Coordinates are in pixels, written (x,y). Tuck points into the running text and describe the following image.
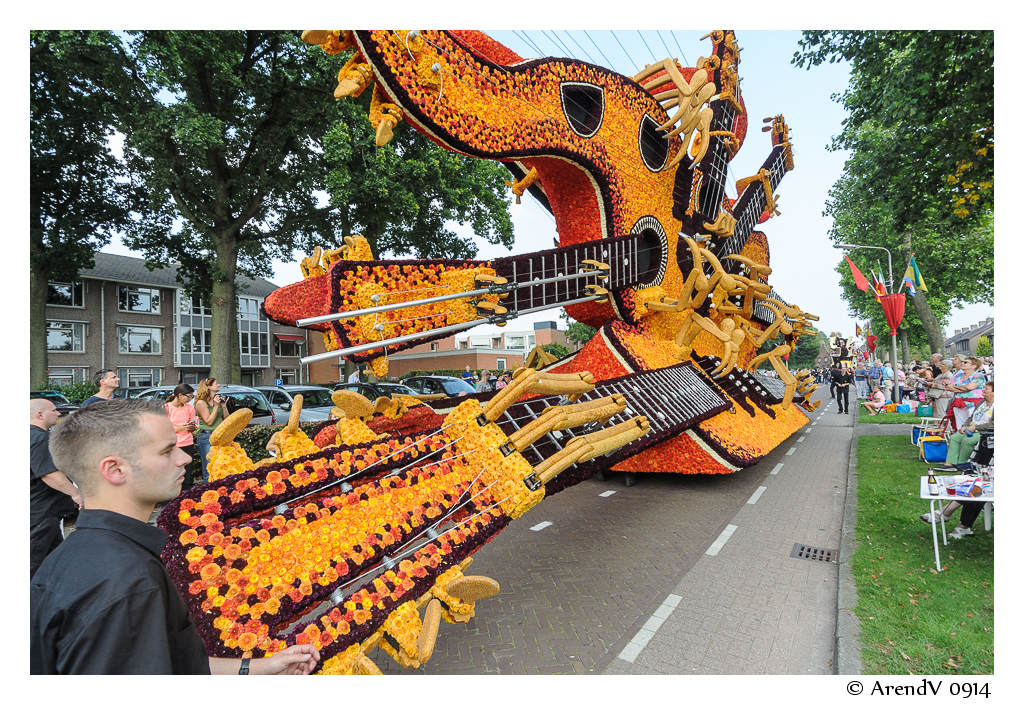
This picture consists of an object (453,270) like guitar (453,270) in the middle of the road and on the left side (143,372) I can see trees (370,216) and houses (58,365) and vehicles (232,411) and on the right side (912,292) I can see tables (935,531), street light poles (893,337), flags (874,282) and persons (875,373) and the sky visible at the top (808,108).
